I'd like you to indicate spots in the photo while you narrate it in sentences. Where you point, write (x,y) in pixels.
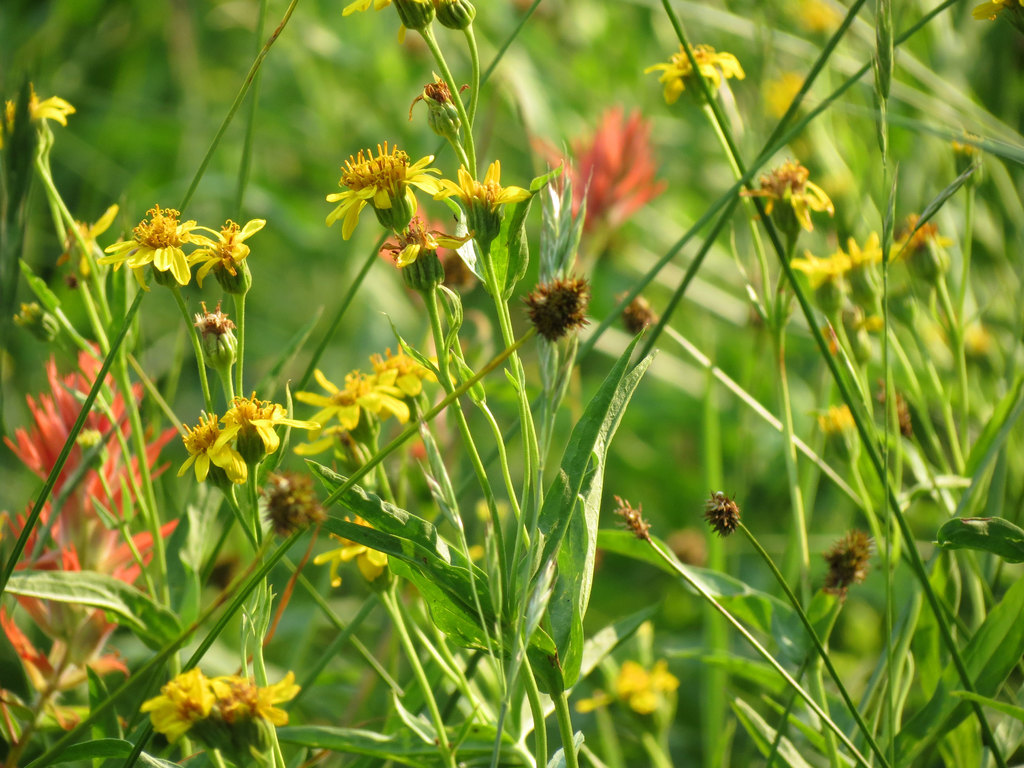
We can see plants (388,451) and flowers (144,269). In the background (323,224) it is green.
